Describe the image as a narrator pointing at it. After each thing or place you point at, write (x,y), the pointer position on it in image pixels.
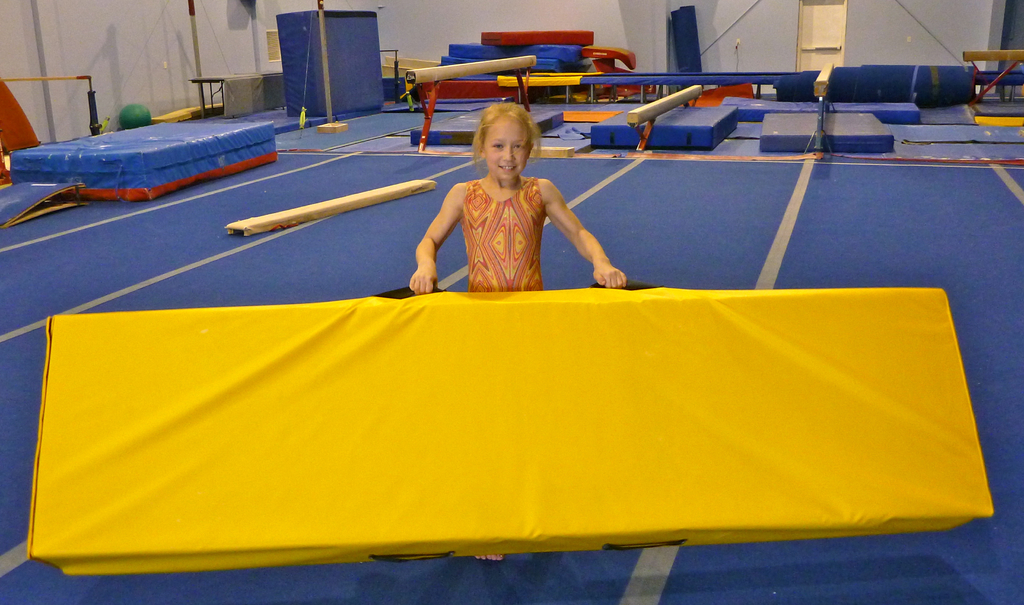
In this image I can see a girl (459,205) is standing in the front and I can see she is holding a yellow colour thing (535,293). In the background (639,97) I can see number of gym mattresses (196,139), few balance beams (430,79) and few other gym equipment (539,78). On the top right side of the image (819,11) I can see a door (802,32).
